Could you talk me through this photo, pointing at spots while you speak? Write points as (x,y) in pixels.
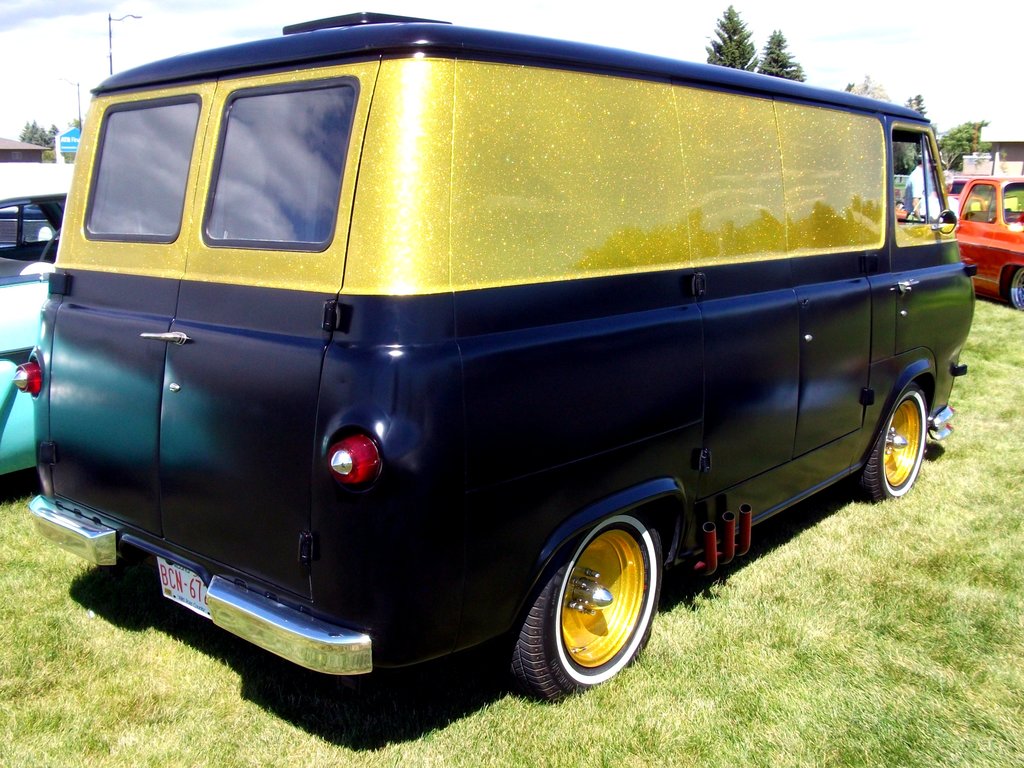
In this image in the center (437,331) there are some vehicles (184,251), and some people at the bottom (869,642) there is grass (66,569). And in the background (80,116) there are some trees (51,127), houses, poles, street lights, boards (60,153). And at the top (682,5) there is sky (445,5).
